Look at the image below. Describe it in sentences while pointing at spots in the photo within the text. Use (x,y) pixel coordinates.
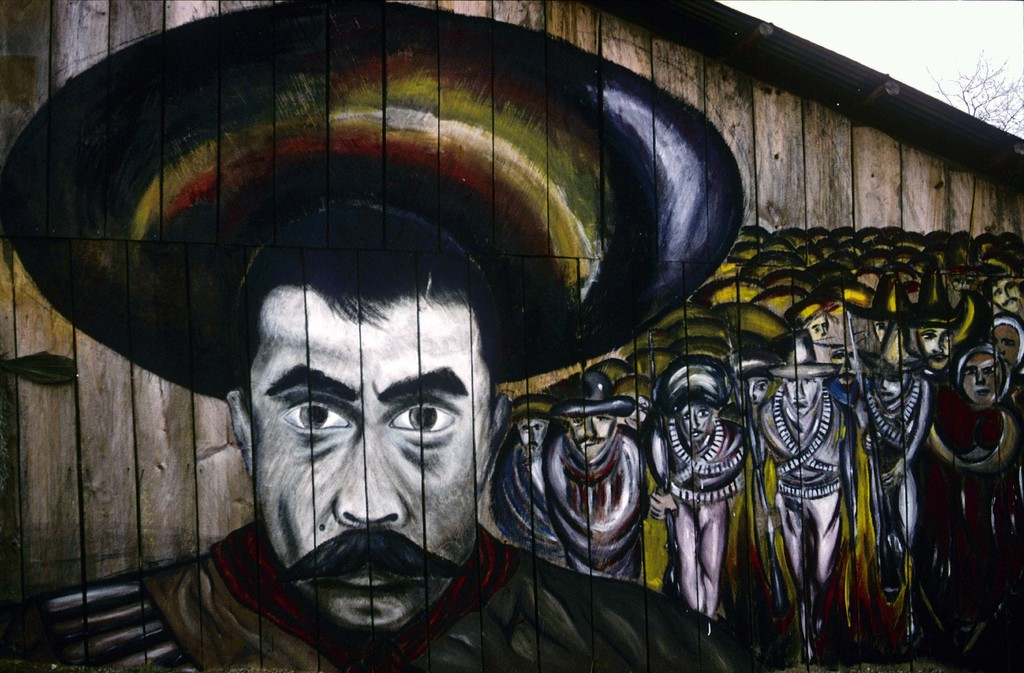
As we can see in the image there is wooden wall (218,426). On wall (270,322) there is painting (342,367) of few people (682,432) and at the top (973,21) there is sky (841,31).
